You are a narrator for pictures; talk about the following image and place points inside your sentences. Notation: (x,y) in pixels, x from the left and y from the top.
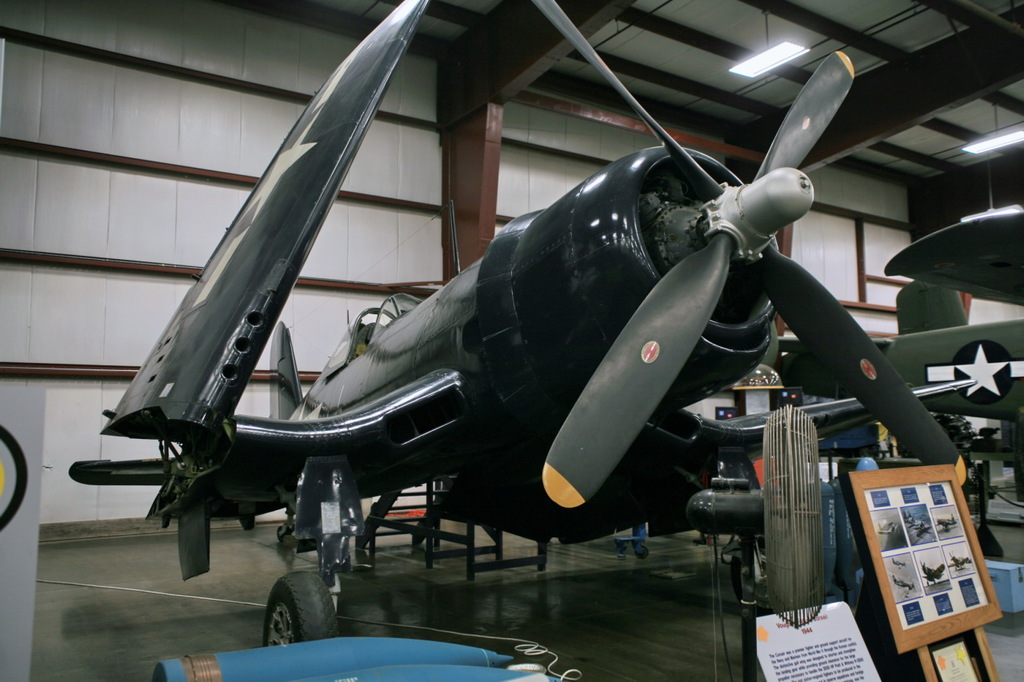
In this picture there is an airplane (560,354) which is in the center (536,409). On the right side (904,556) there is a frame (910,587) and there is a fan (789,535). In the center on the ground (378,626) there are objects (344,664) which are blue in colour. On the top (767,35) there are lights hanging and on the right side (823,658) in the front (828,659) there is some text (846,654) written on the object (813,649) which is white in colour.
